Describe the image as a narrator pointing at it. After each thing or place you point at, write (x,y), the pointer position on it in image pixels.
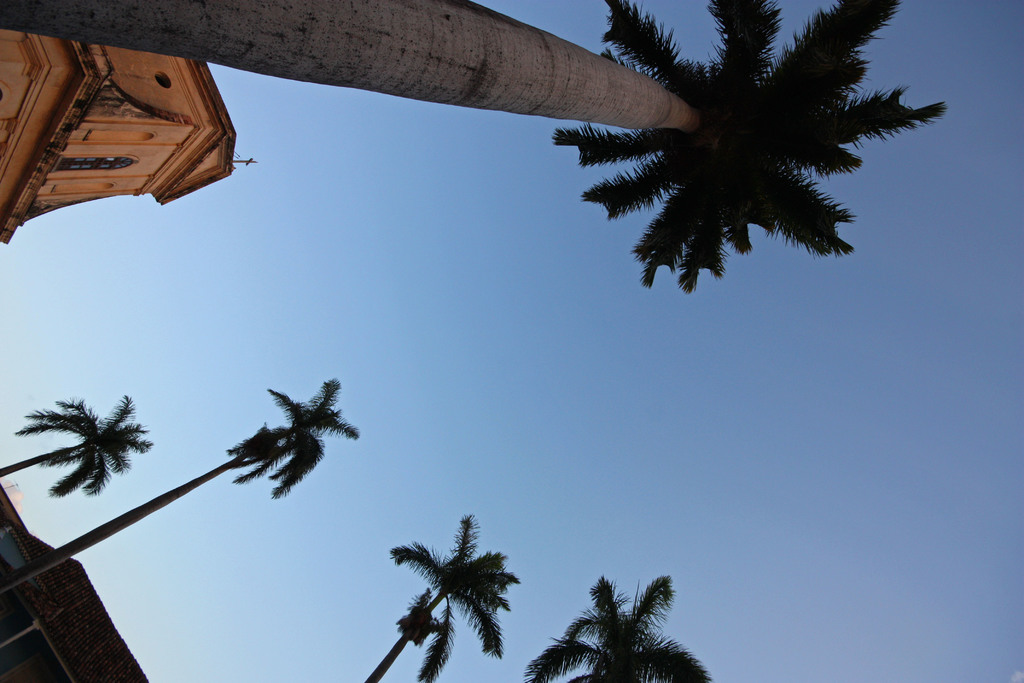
This is a tilted image in this there are trees (232,8), church (220,170) and a blue sky (662,355).
